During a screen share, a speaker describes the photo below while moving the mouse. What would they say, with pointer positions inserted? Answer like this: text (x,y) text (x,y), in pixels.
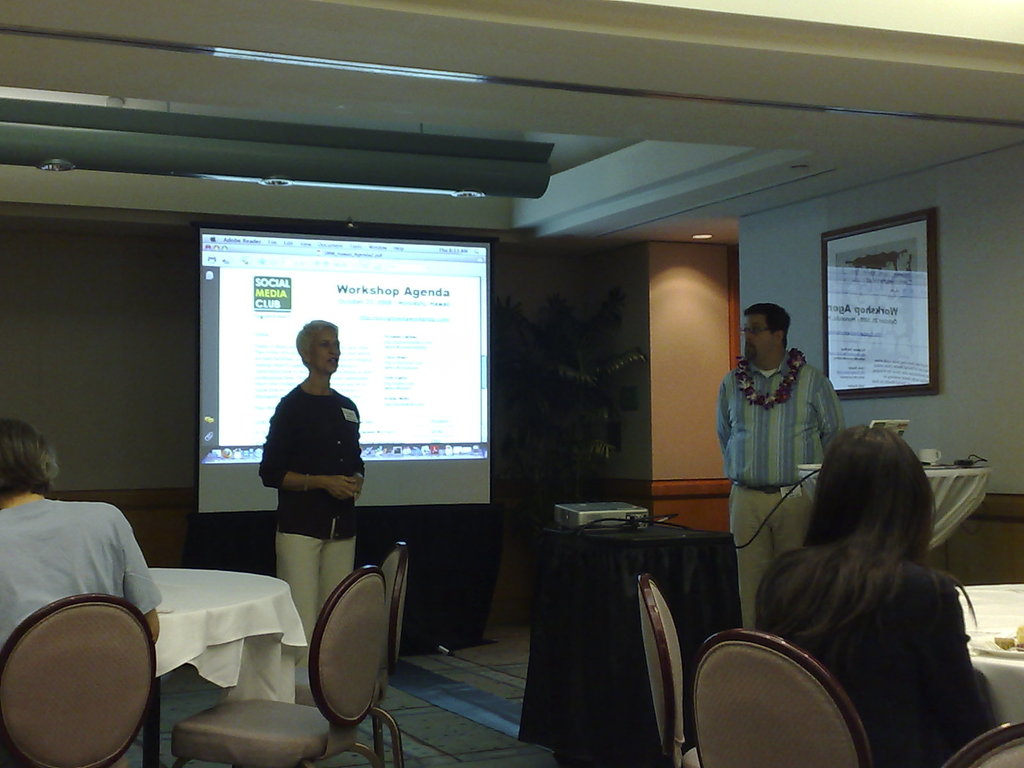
This is the picture of inside of the room (723,92). There is a person (321,483) with black shirt (323,433) standing and talking and there are two persons (875,678) sitting on the chair (2,653), and there is an other person (792,375) standing at the right side of the image (783,465) and at the back (404,495) there is a screen (409,480) there is a plant (551,403). There are plates (990,643), projectors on the table (628,616). There is a frame (828,244) on the wall (814,241), at the top (360,187) there are lights (375,185).
